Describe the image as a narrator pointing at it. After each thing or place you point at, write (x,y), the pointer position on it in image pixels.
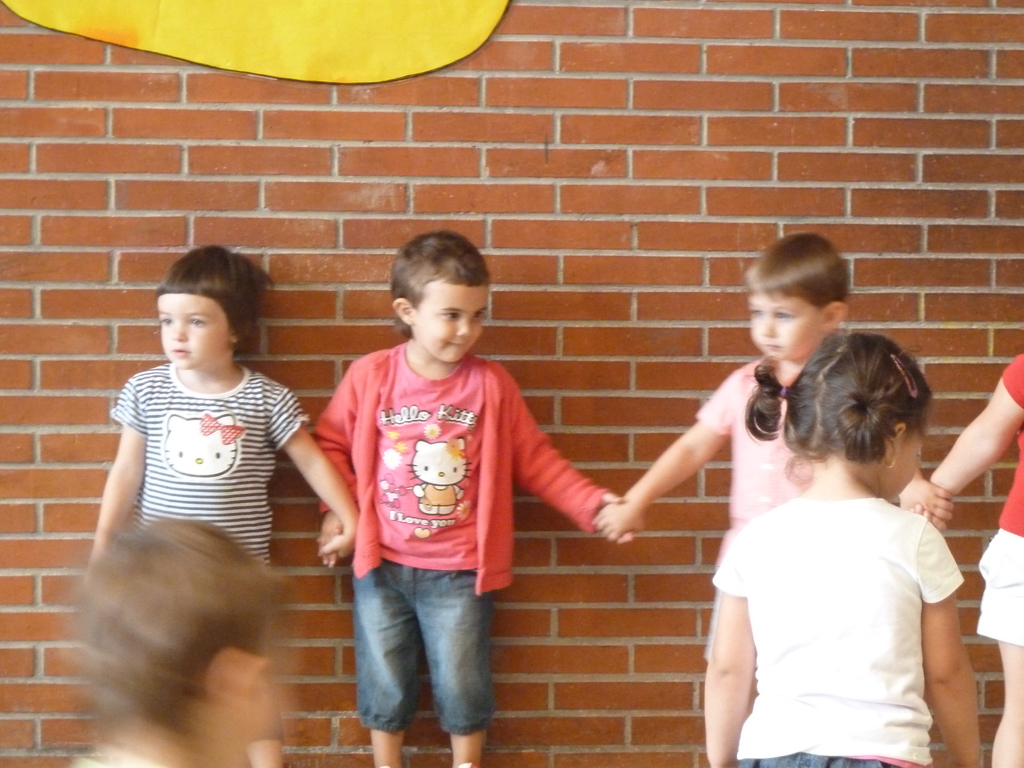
In this image we can see children (473,558) standing on the floor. In the background (308,158) we can see wall (194,221).
